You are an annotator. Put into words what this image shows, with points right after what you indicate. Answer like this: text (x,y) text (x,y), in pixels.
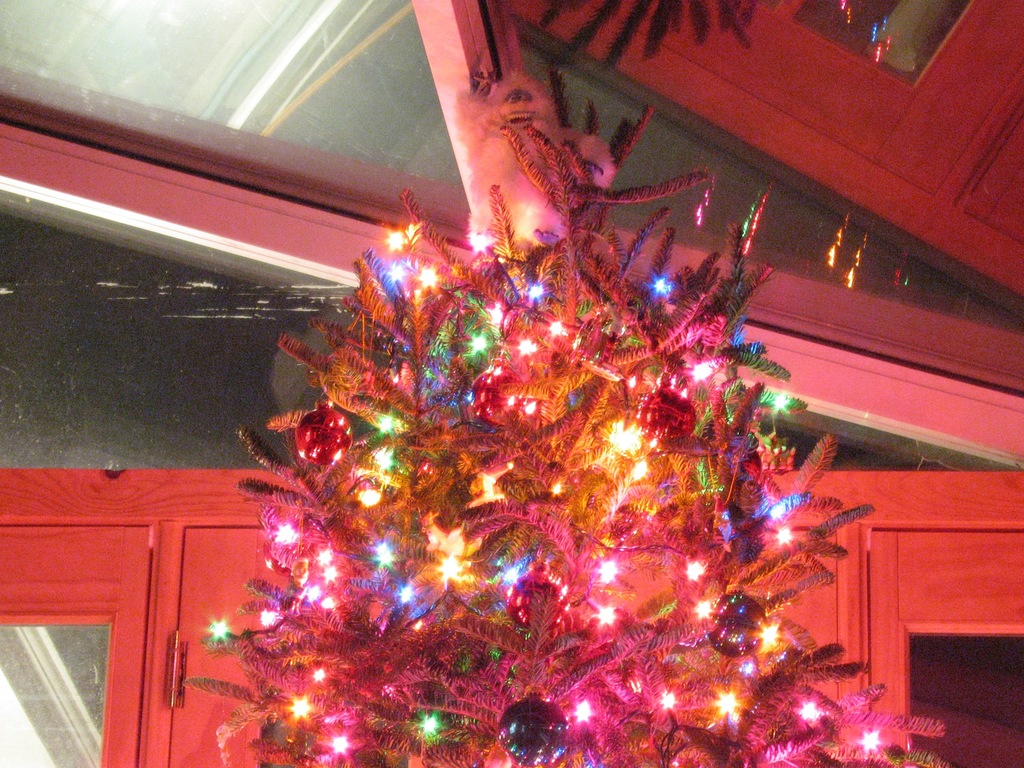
In this image I can see the Christmas tree (606,652) and I can see few decorative items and few lights (499,305) in multi color, background (416,112) I can see few glass doors (299,118).
